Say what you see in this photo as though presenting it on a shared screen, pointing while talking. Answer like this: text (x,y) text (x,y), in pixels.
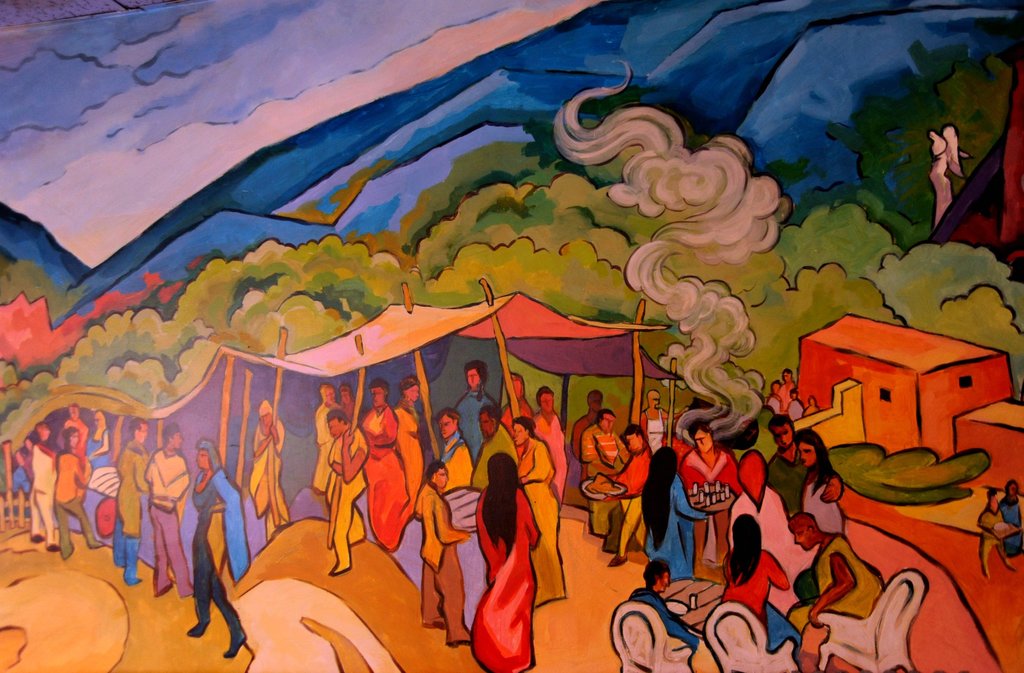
This is an edited image, where there are group of people (431,536) standing, chairs (866,627), table (706,590), house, tent (372,330) with poles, smoke (707,411), hills (18,218), trees (516,190), sky (15,135).
